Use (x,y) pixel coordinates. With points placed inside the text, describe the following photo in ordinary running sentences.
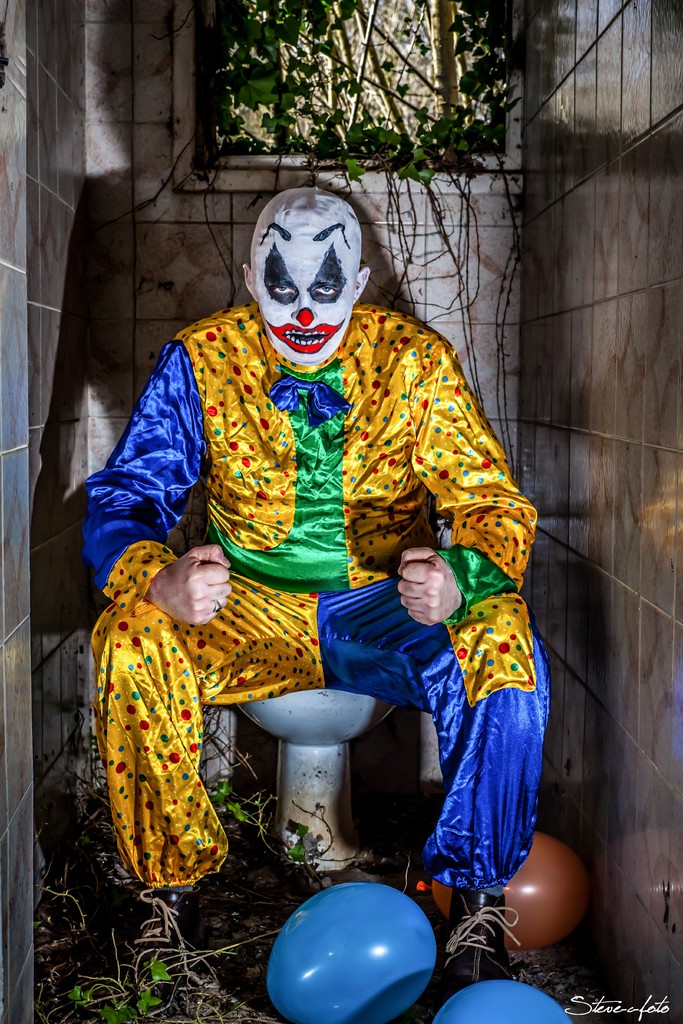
This picture shows a man (468,817) seated on the toilet seat (306,748) and we see few balloons (283,1000) and trees (391,148) and he wore yellow, green and blue color dress (336,441) and painting (300,344) on the face (287,238).
